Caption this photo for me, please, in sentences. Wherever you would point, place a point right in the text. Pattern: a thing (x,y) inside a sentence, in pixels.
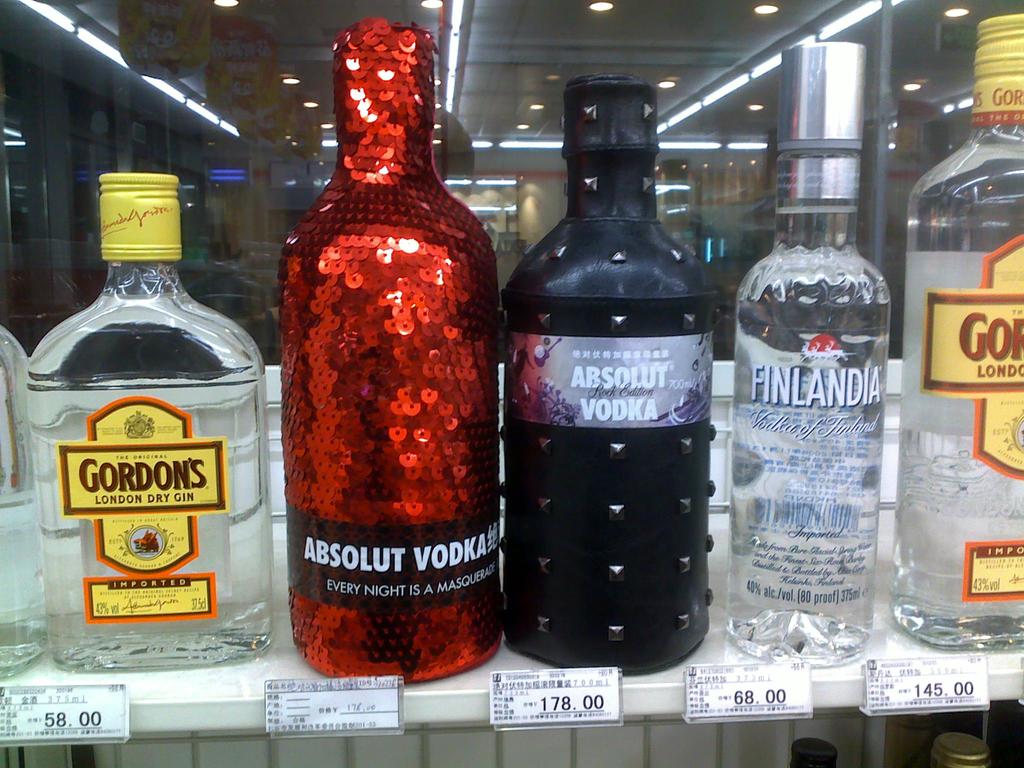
In this picture in the foreground (462,696) there is a desk (819,668), on the desk (882,587) there are many bottles (388,362). In the background (209,142) there is a glass window (580,35) through the glass (461,48) we can see ceiling lights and wall (93,89).
